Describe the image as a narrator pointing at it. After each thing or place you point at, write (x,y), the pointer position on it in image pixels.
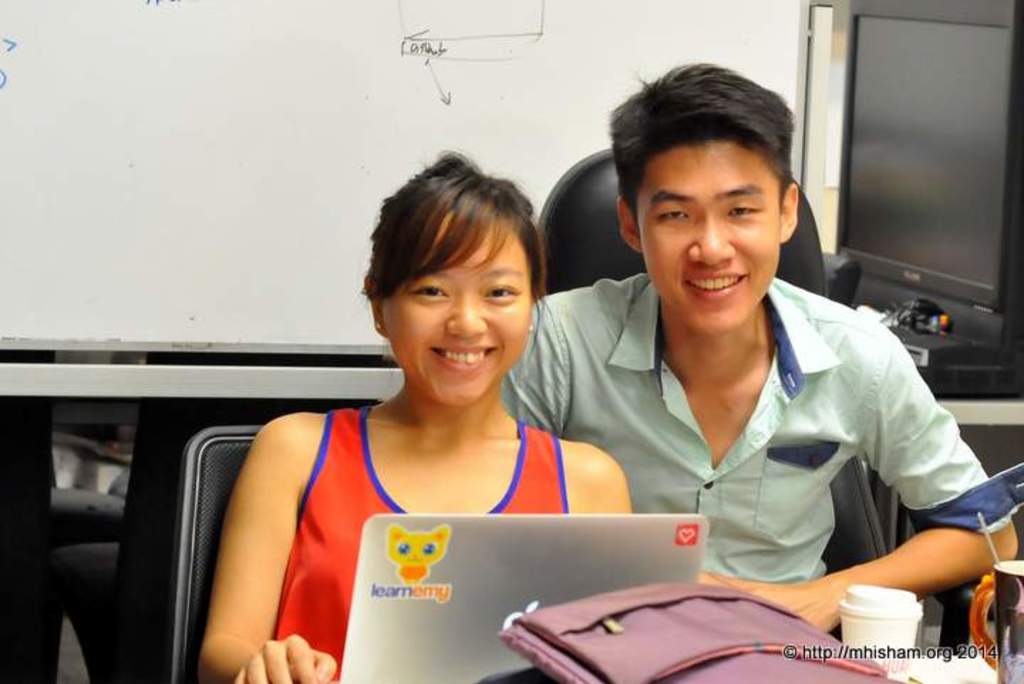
In the center (507,269) we can see two persons (450,269) were sitting on the chair (575,205) and they were smiling. In front (714,608) there is a table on table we can see tab (563,548), glass (1001,596), bag (741,677) and papers (933,662). In the background (333,123) there is a board (252,96), monitor (957,79), table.
